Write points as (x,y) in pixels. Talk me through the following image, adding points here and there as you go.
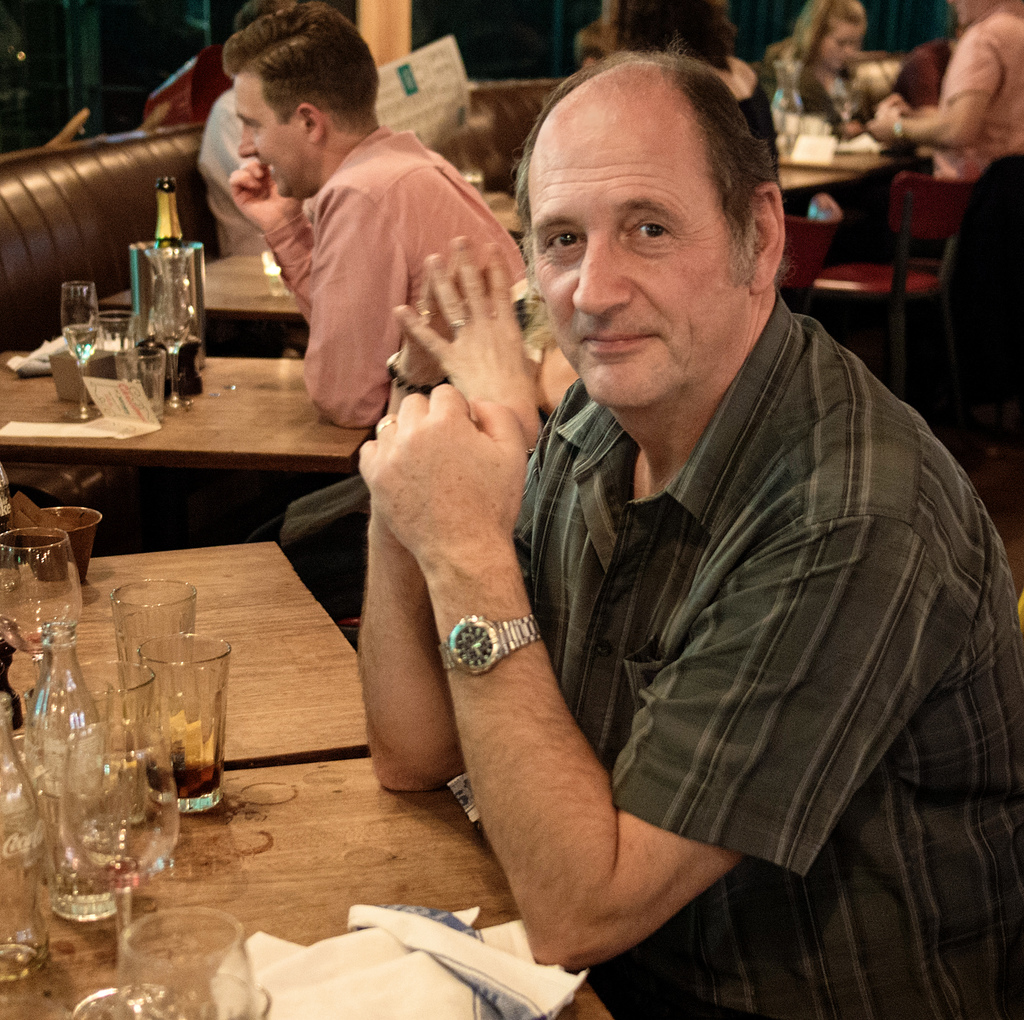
In this picture there are people (240,145) sitting and we can see bottles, glasses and objects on tables (221,440). We can see chairs (923,226) and sofas (45,322).
